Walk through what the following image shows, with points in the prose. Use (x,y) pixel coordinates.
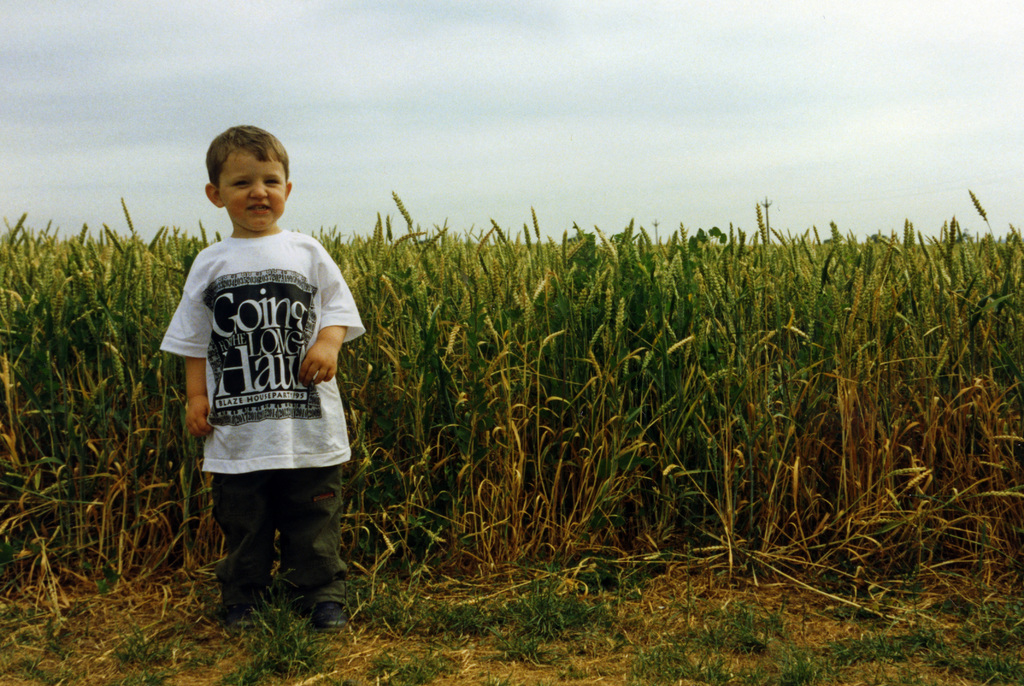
In this picture we can see a boy (246,557) smiling and standing on the ground (675,584), plants (91,537) and in the background (655,144) we can see the sky (718,144).
